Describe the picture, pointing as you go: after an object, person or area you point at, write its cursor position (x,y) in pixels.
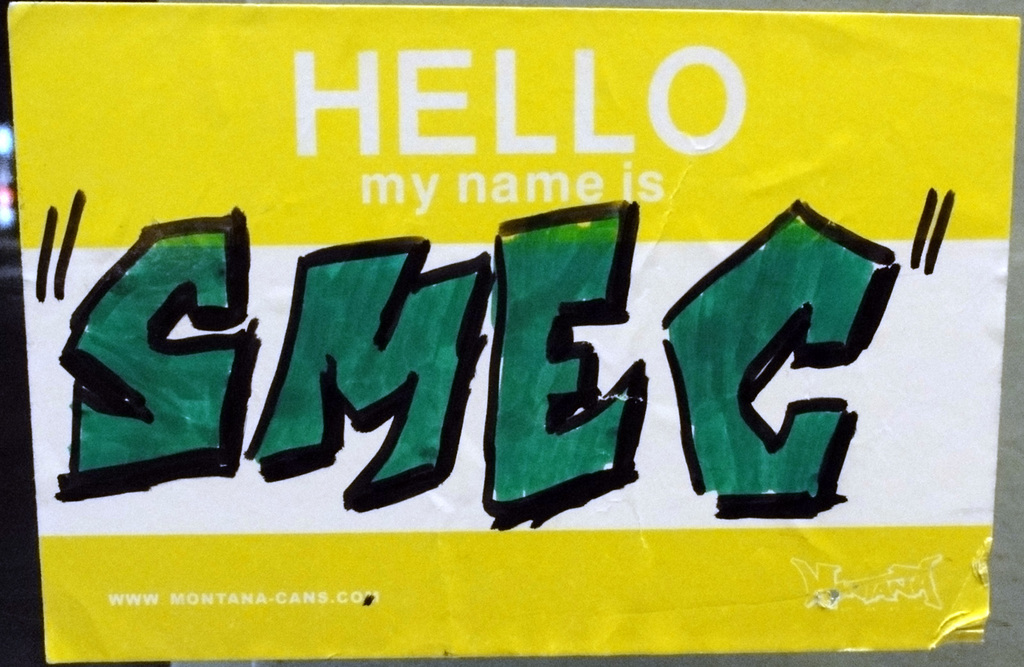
In this picture we can see a board (277,354) and on the board (282,282), it is written something.
